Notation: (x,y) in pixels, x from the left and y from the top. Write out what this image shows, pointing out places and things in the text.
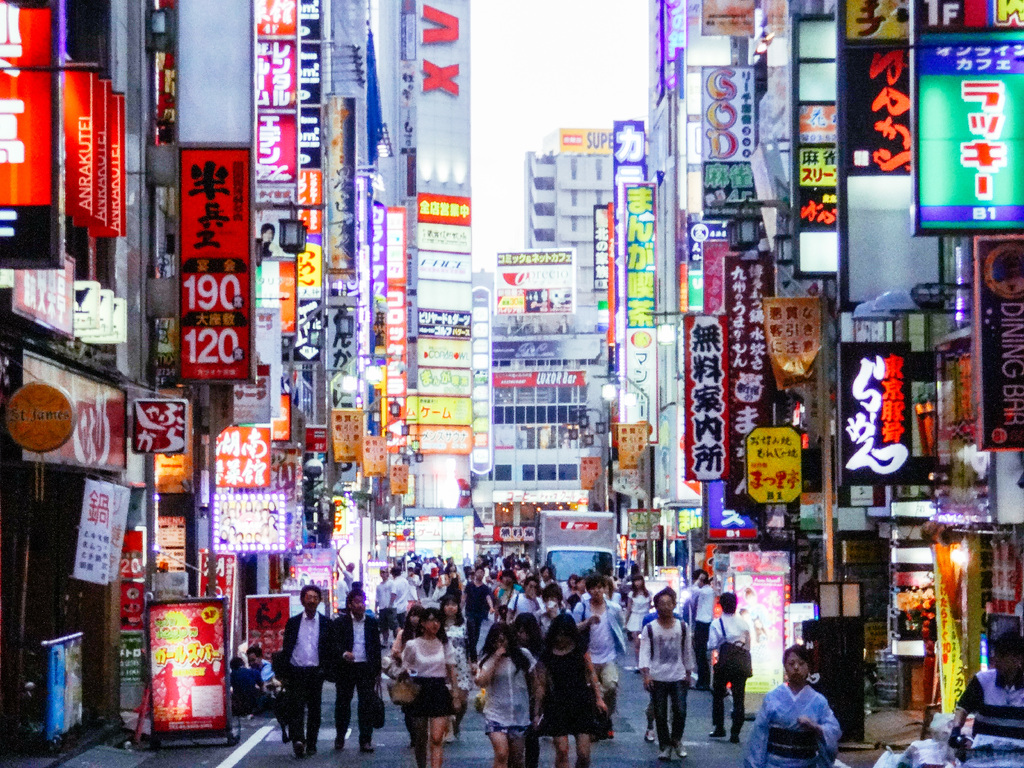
In this picture I can see there is a street (637,706) and there are some people (572,626) walking in the street (641,686). There are some buildings (622,528) here and there buildings (731,401) are fully covered with banners (600,314) and the sky (567,102) is clear.
